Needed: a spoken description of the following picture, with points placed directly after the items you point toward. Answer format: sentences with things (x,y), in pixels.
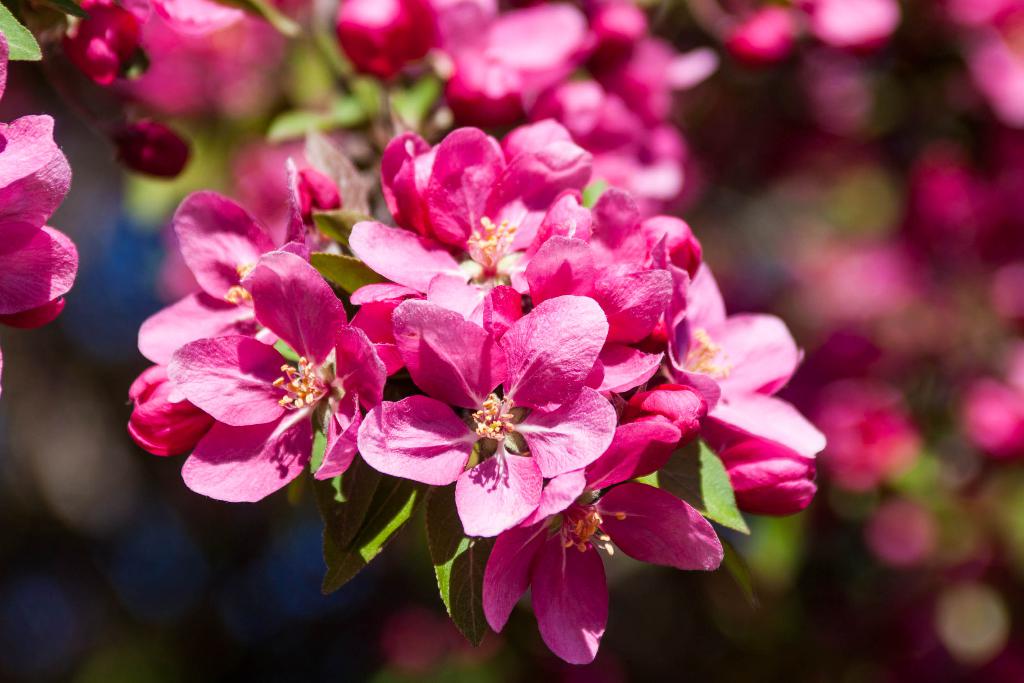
In the center of the image (402,299) there are flowers (494,315) which are in pink color and there are leaves (489,552).
